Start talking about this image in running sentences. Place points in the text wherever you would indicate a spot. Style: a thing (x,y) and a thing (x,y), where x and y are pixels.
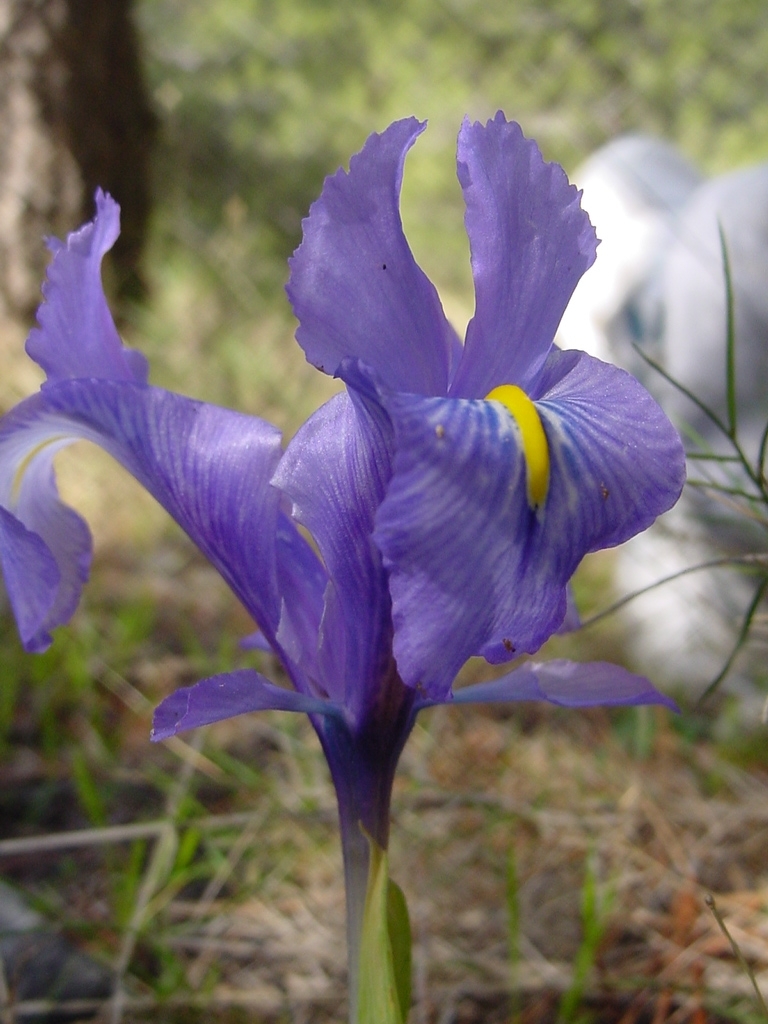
In the foreground (333,745) there is a flower (334,620) to a stem (350,770). The petals (347,514) are in blue color. In the background (366,113) there are many plants (247,154). On the right side (713,439) there is a white color object (698,417).
